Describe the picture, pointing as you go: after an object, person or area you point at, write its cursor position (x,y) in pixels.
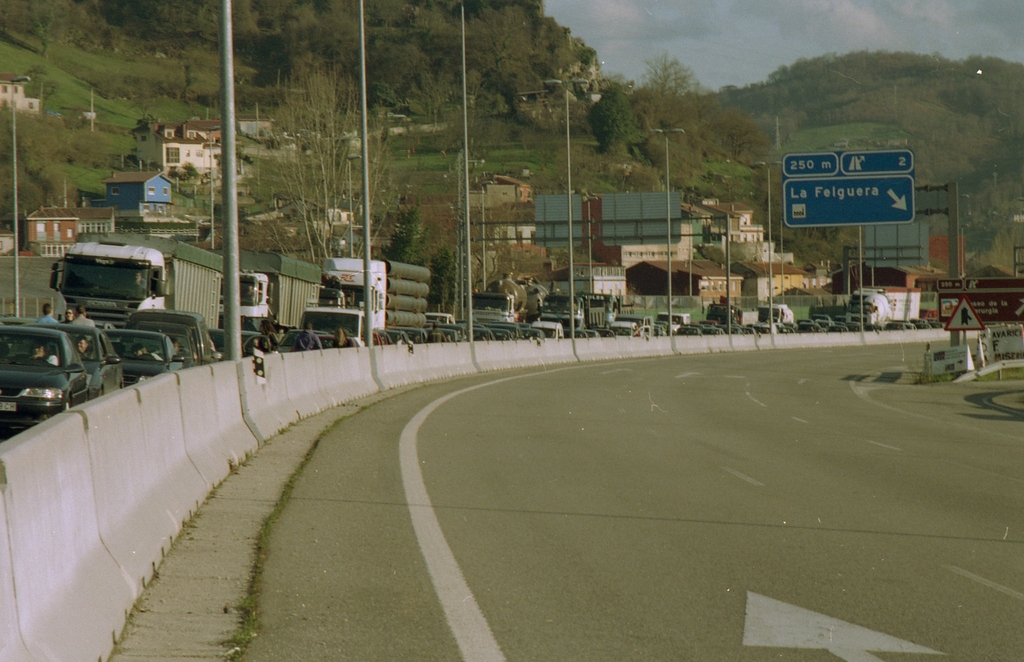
This is the picture of a road (519,397). In this image there are vehicles (178,333) on the road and there are dividers (68,514) and poles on the road (888,393). At the back (215,119) there are buildings (344,215) and trees (383,55) on the mountain (964,80). At the top (737,48) there is sky (764,23) and there are clouds (751,5). At the bottom (752,538) there is a road (750,560) and there are boards (875,218) on the poles (948,253).
